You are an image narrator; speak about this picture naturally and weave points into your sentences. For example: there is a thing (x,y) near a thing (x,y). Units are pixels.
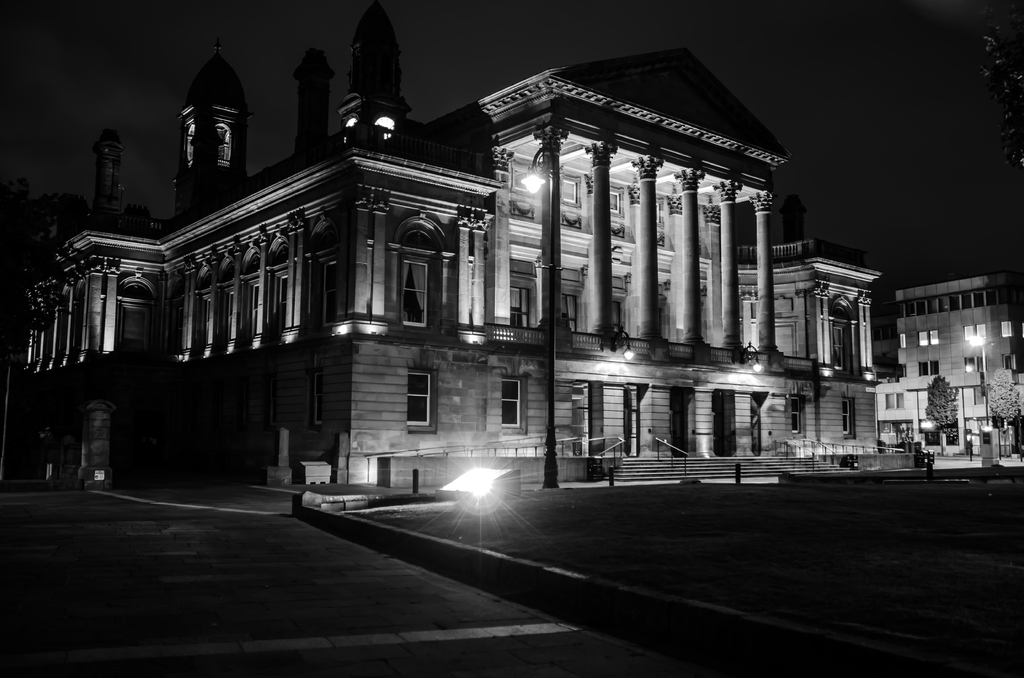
In this picture we can see few buildings (637,330), poles (988,412), trees (997,383) and lights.
